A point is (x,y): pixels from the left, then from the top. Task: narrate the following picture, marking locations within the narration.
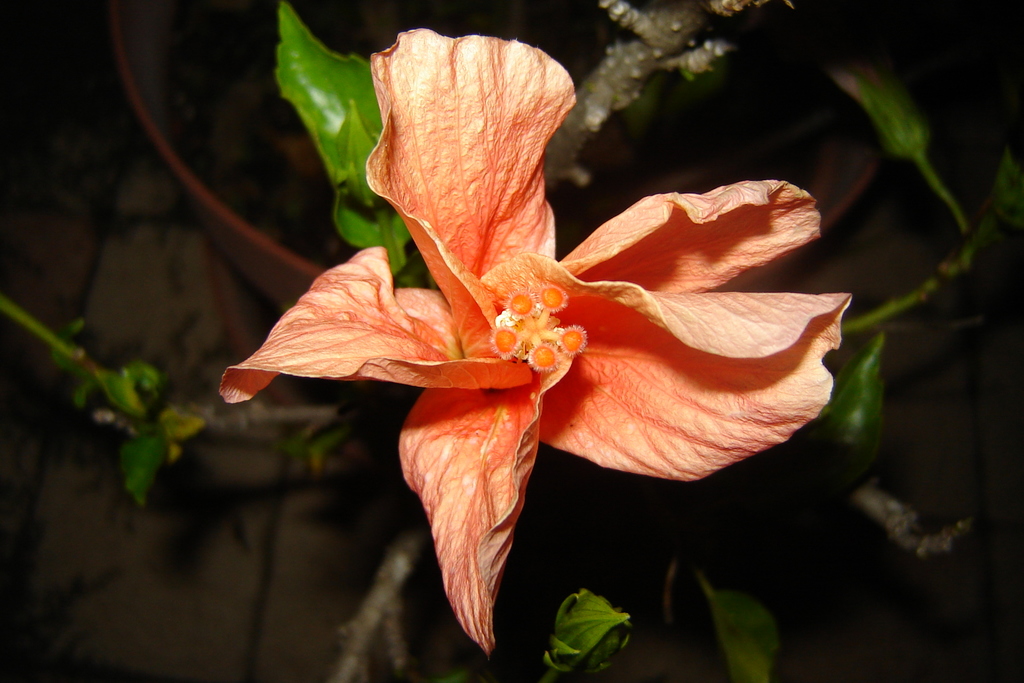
Here we can see flower (450,517), green leaves (335,69) and stems (645,69). In the background (973,11) it is dark.
